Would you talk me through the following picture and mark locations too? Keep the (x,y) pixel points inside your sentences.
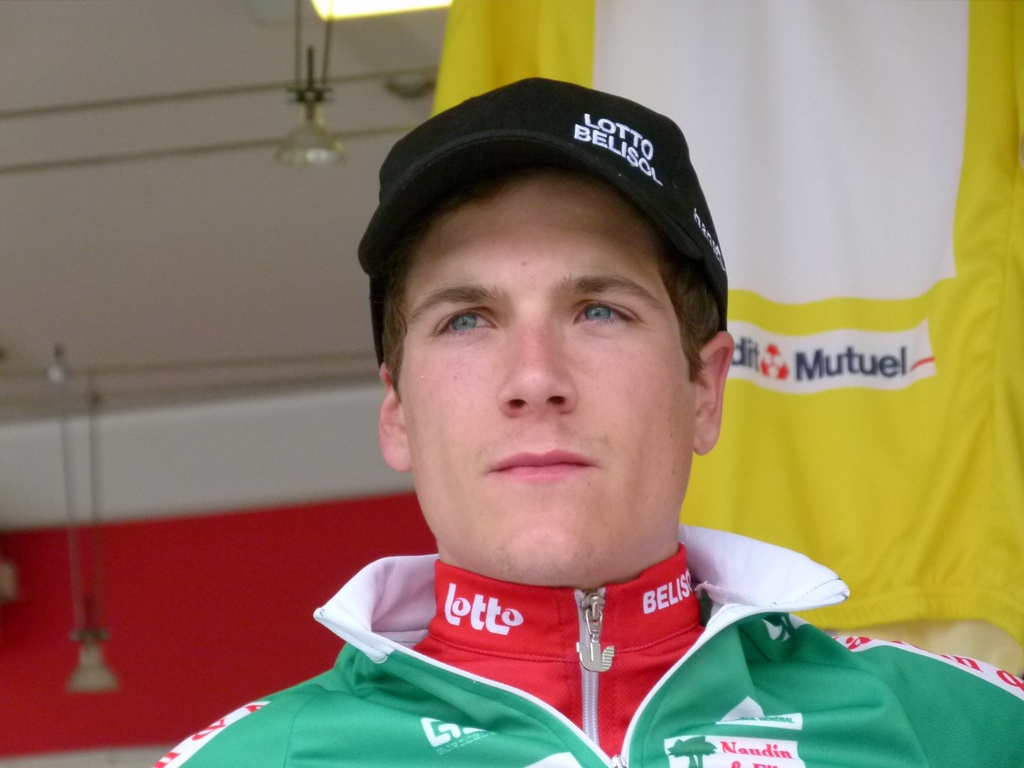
In this picture I can see a man (572,605) is wearing a cap (400,206) on his head (542,244) and looks like a cloth (836,245) hanging in the back (494,28) and I can see few lights (296,131) on the ceiling (263,171).
